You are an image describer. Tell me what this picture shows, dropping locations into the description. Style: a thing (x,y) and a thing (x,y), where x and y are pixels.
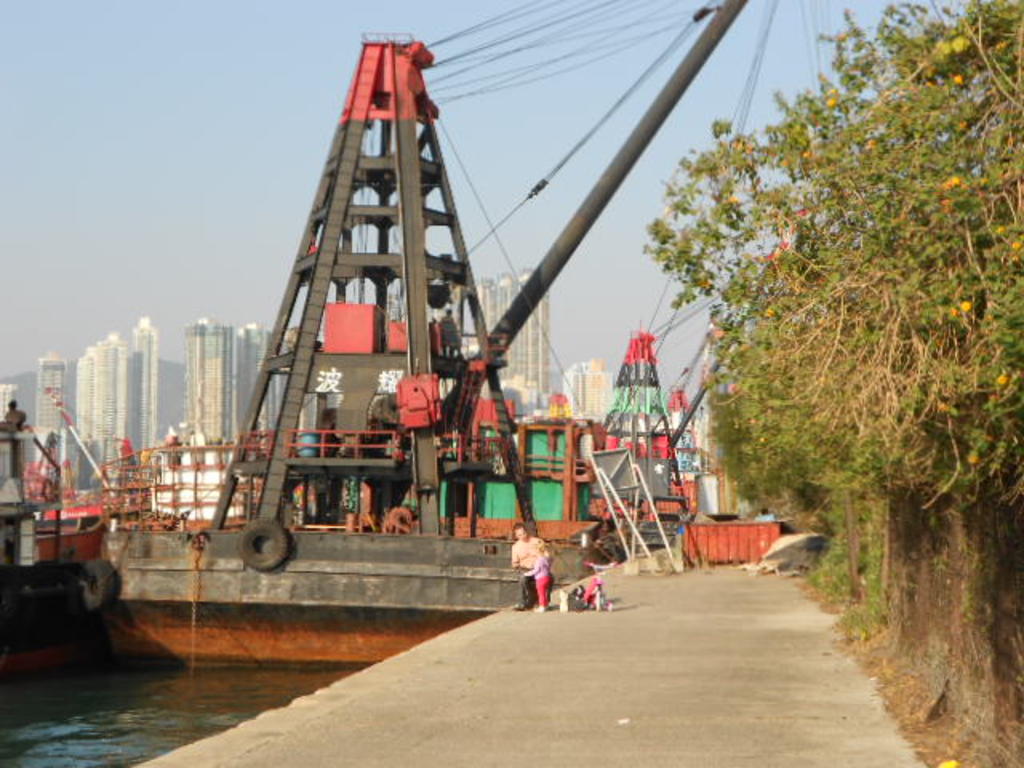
There are trees (897,355) on the right side (930,359). Near to that there is a path (626,649). On that there is a person (533,564) and a child (534,573). Also there is a cycle (591,576). On the left side (129,716) there is water (95,734). In the water (168,709) there is a ship (297,522). On the ship (313,397) there are iron rods (259,410), tires (274,533) and many other things (342,446). In the background (146,348) there are buildings (544,319) and sky (159,170).
